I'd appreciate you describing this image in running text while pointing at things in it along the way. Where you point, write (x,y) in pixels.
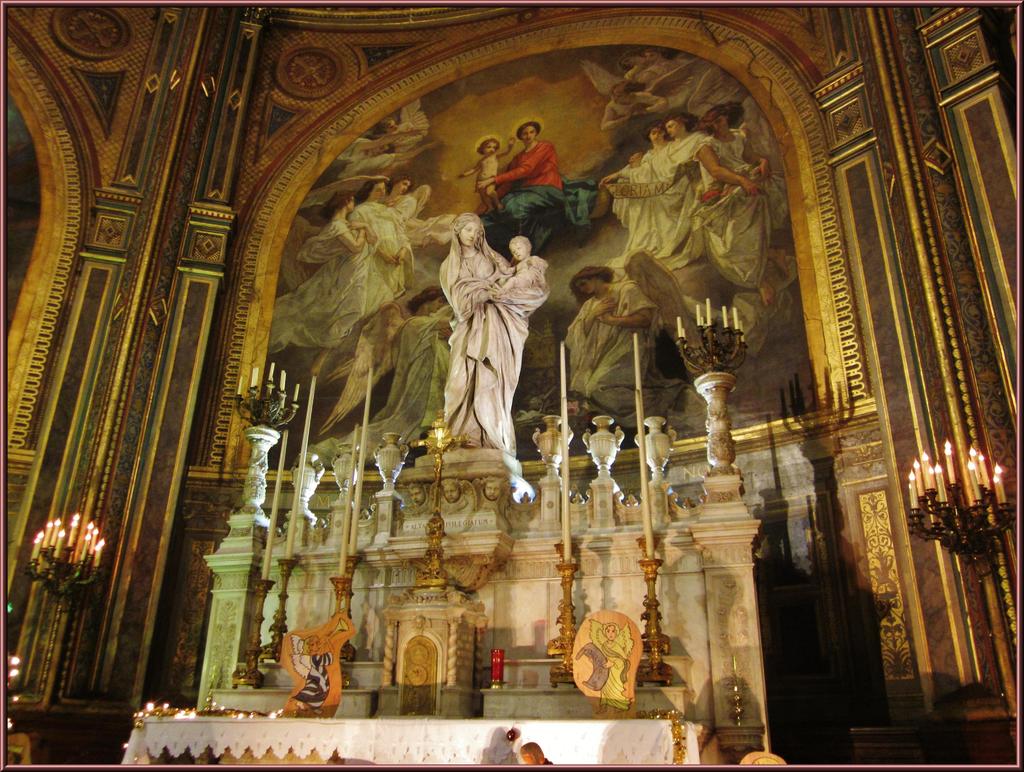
This image is taken inside the church (210,624). In this image we can see the idol (528,259). We can also see the painting (570,94) to the wall (106,492). Image also consists of candles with flame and the image has borders (1020,139).
